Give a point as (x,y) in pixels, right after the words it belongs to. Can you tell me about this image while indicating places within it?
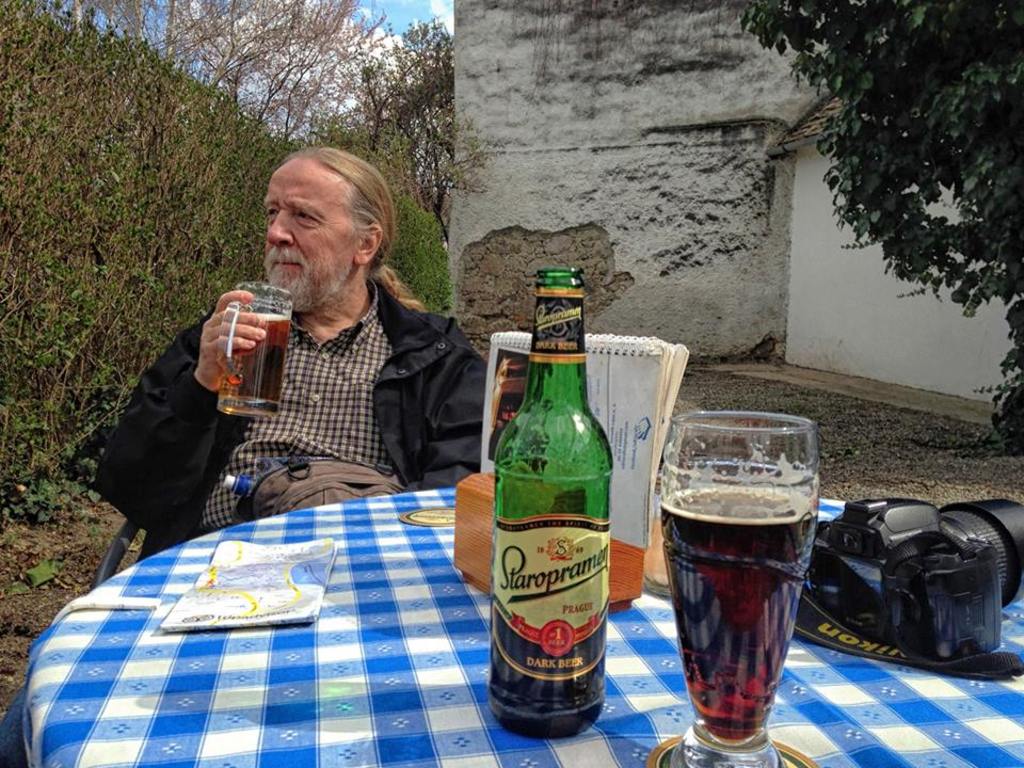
In this image we can see a man (138,441) sitting on a chair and he is holding a glass of beer (225,401) in his hand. This is a table (401,633) where a beer bottle (605,463), a glass of beer (706,595) and a camera (837,565) are kept on it. Here we can see a tree (1012,103) which is on the right side (974,261).
